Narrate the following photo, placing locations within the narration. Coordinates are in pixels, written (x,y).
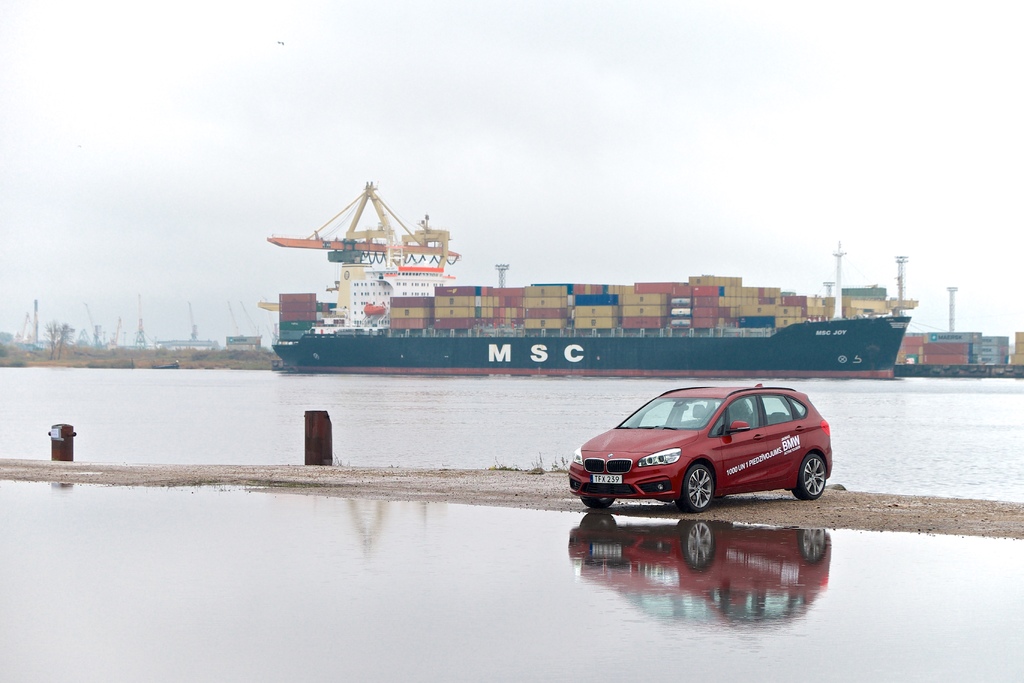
There is a ship (647,334), this is car (727,449) and water (281,593), this is sky (460,135).
